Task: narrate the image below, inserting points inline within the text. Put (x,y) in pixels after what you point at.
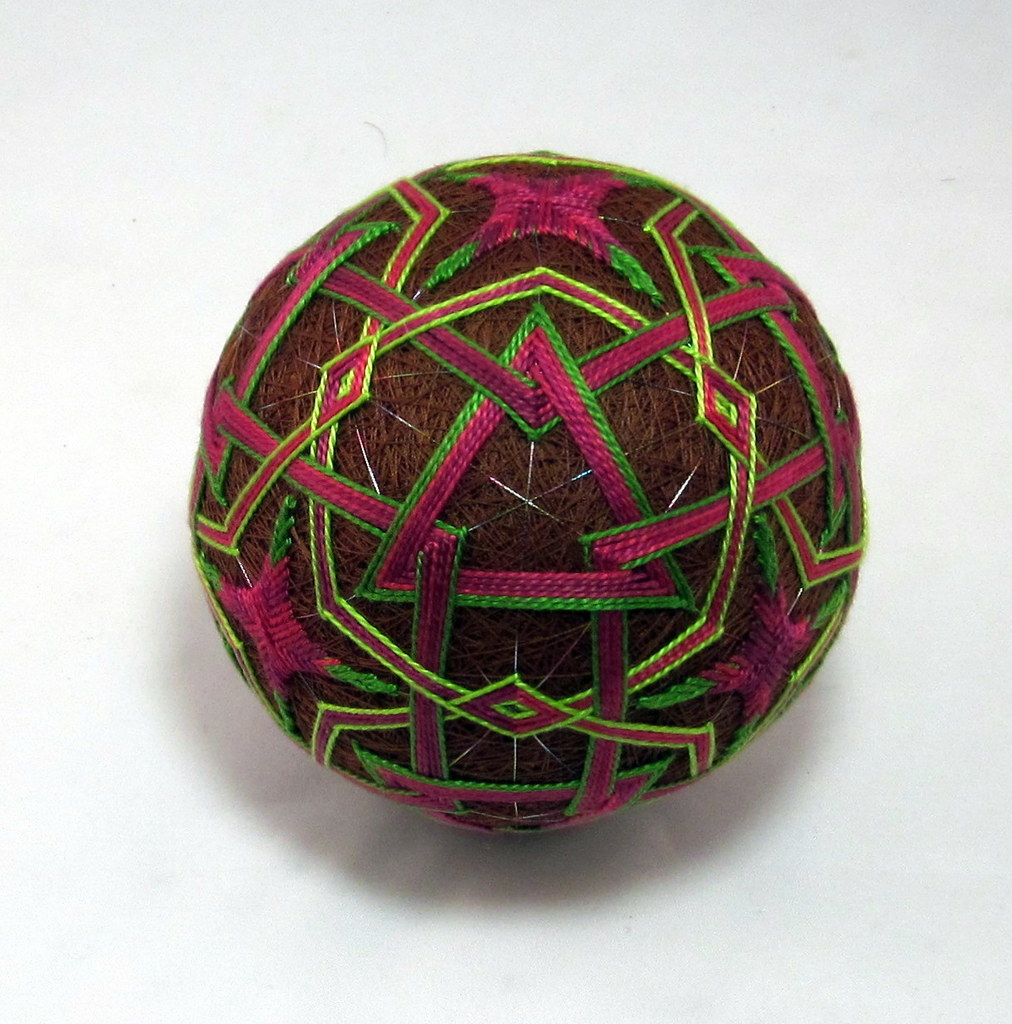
In this picture we can see a ball (609,728) made of threads (297,386) is placed on a white platform (363,930).
